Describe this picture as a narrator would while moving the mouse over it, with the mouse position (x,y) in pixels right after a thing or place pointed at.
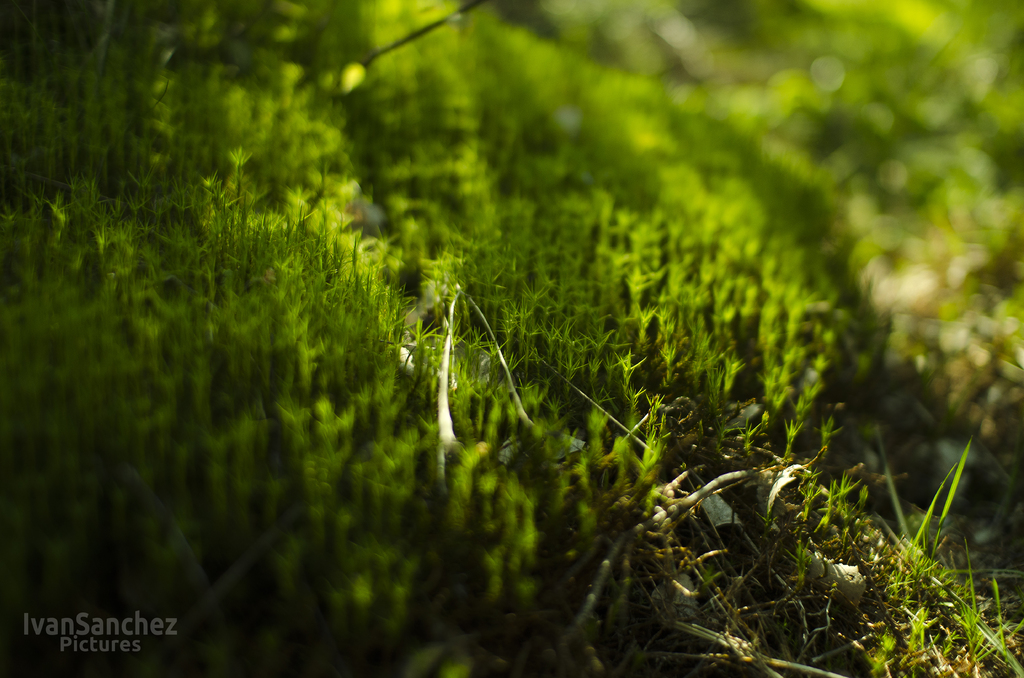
In this image we can see some plants (659,345) on the ground (630,349). On the left bottom (49,635) we can see some text (172,635).
